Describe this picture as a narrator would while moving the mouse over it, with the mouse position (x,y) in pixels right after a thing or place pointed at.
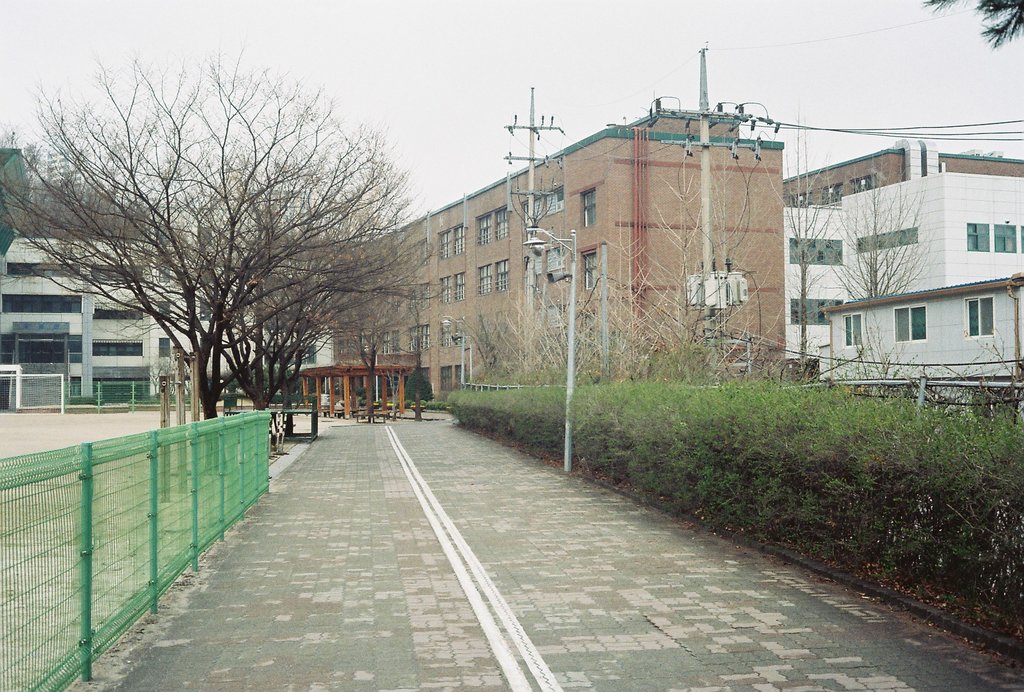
In this image we can see a road (411,590). On the right side of the image (992,498), we can see plants (855,474), poles (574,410), wires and buildings (902,228). On the left side of the image (103,488), we can see fence (93,456), pavement (60,437), trees (191,354) and buildings (14,255). We can see the sky (406,36) at the top of the image (499,68).
